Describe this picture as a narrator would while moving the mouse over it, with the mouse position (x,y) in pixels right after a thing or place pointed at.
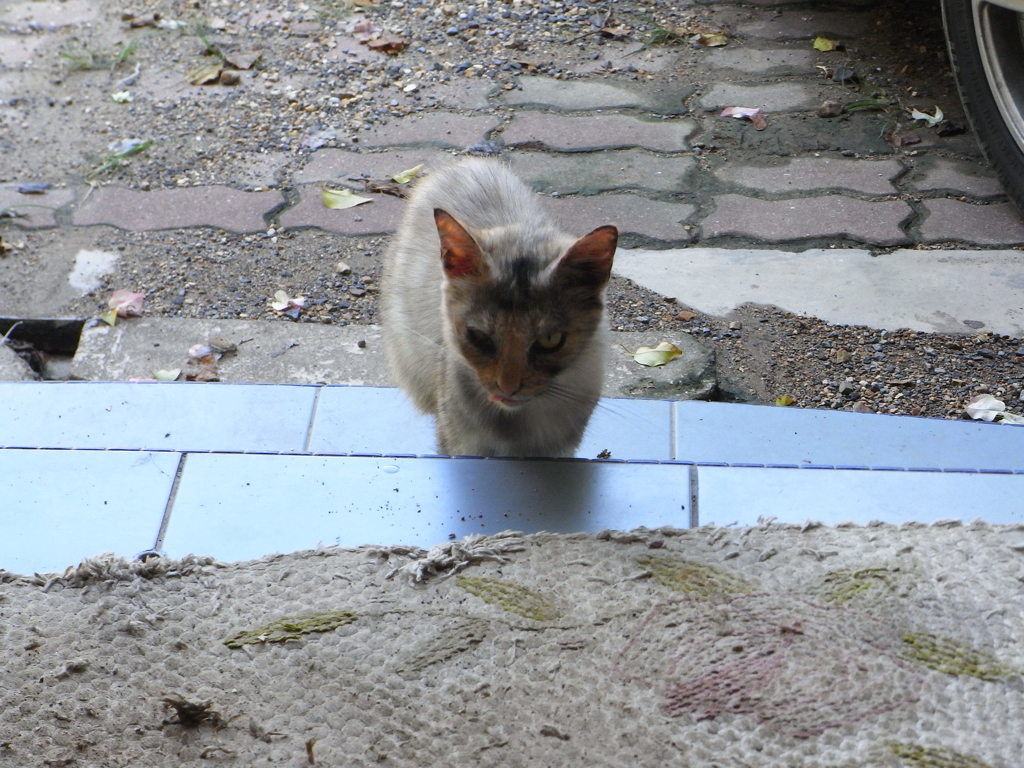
In this image in the center (453,429) there is one cat (449,316), and at the bottom (430,670) there is a mat (545,670) and stairs (242,507). And at the top of the image (136,238) there is walkway (6,284), and on the walkway (154,288) there are some small stones (277,129) and some dry leaves (141,301). And in the top right hand corner (1000,83) there is one vehicle tire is visible.
